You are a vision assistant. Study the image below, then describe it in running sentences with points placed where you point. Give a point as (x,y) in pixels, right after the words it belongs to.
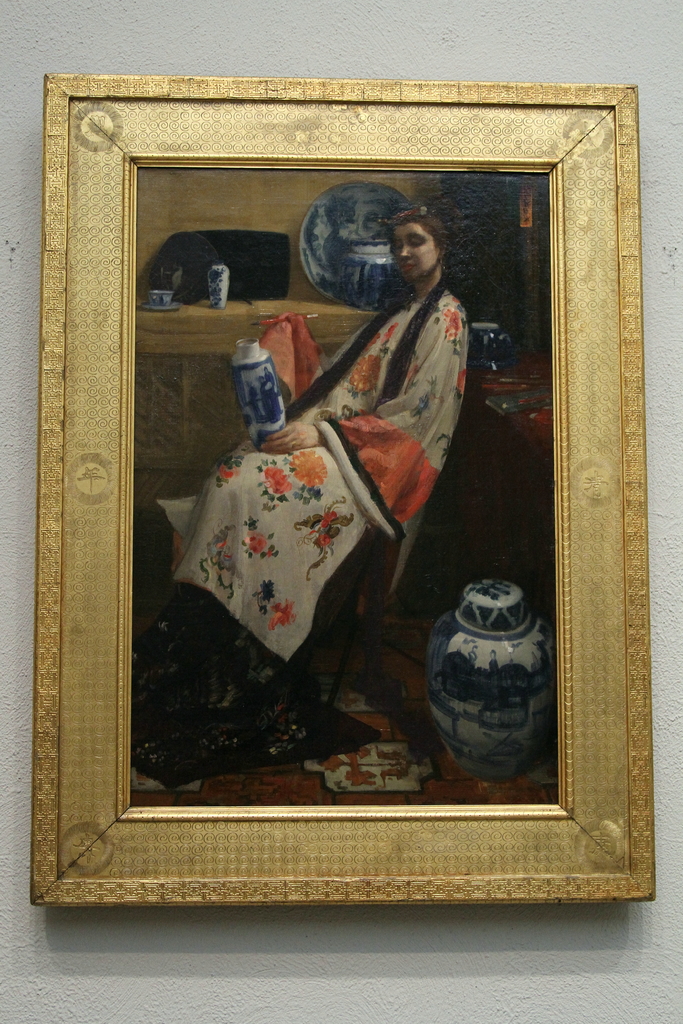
In this picture we can see a frame (528,131) on the wall (545,53) and on this frame (112,410) we can see some objects (367,209) and a woman (436,251).
